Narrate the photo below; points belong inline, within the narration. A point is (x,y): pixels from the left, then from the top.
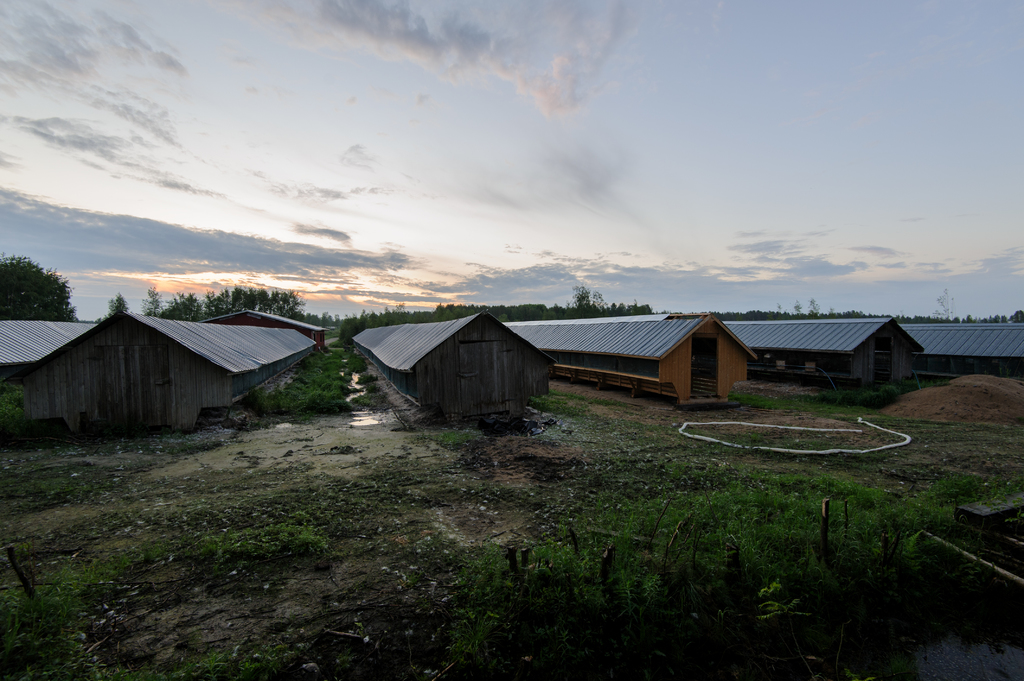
In the image there are godowns (501,375) on the grassland (562,522), in the back (76,318) there are trees (530,316) all over the image and above its sky (221,136) with clouds (119,98).
